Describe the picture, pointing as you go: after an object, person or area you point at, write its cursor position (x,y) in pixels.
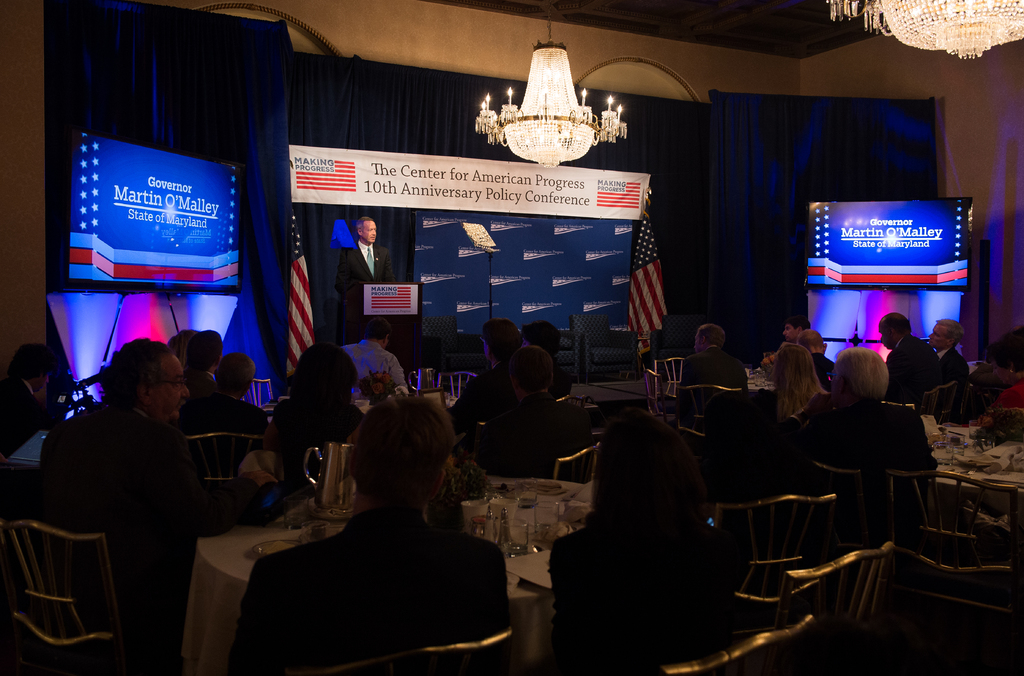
In the picture it looks like some conference, there is a man (387,273) standing in front of a table (374,296) in the front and behind him there is a banner (431,199) and two flags (662,308), in front of the banner (462,321) there are few sofas (584,341) and many people (359,359) were sitting around the tables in the front (701,417) and on the table (512,477) there are glasses (514,533), Mug (340,497), plate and other items (562,522), there are two screens (166,237) on the either side of this stage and some names (195,210) were displaying on those screens (844,237) and there are blue curtains (504,87) behind those screens (138,212).
